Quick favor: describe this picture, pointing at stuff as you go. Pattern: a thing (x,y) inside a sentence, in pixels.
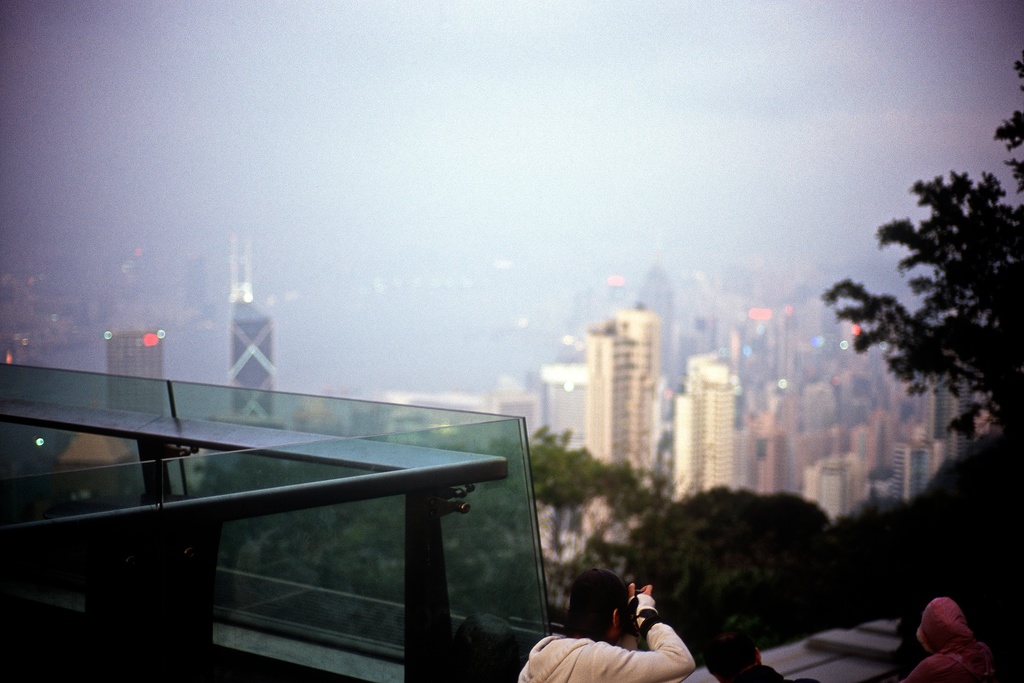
In this picture there are people (604,666) those who are standing at the bottom side of the image (639,659) and there is a boy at the bottom side of the image (638,643), he is taking a photo, there are trees (986,192) on the right side of the image (714,524) and there are buildings (666,353) in the background area of the image (552,555).
